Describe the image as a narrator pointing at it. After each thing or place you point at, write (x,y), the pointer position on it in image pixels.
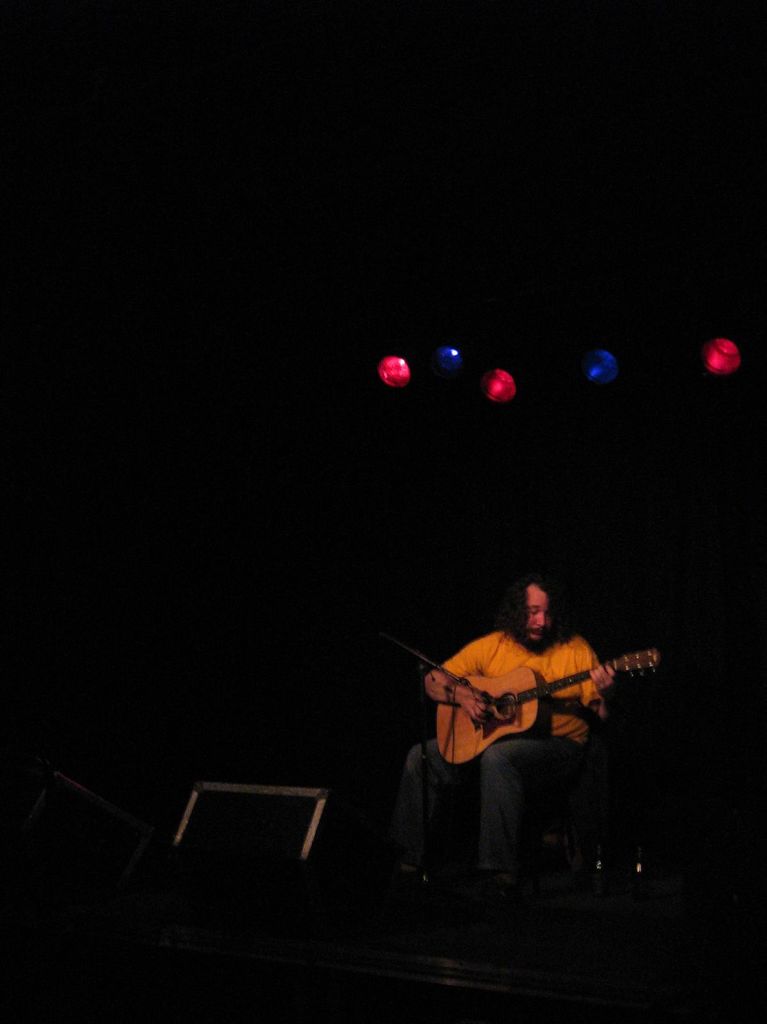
There is a man (510,740) sitting, holding and playing guitar (540,702). In the background (732,344), there are five lights (607,365). In front (254,848) him, there is a speaker (247,854) and other materials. The background (604,192) is in dark color.
